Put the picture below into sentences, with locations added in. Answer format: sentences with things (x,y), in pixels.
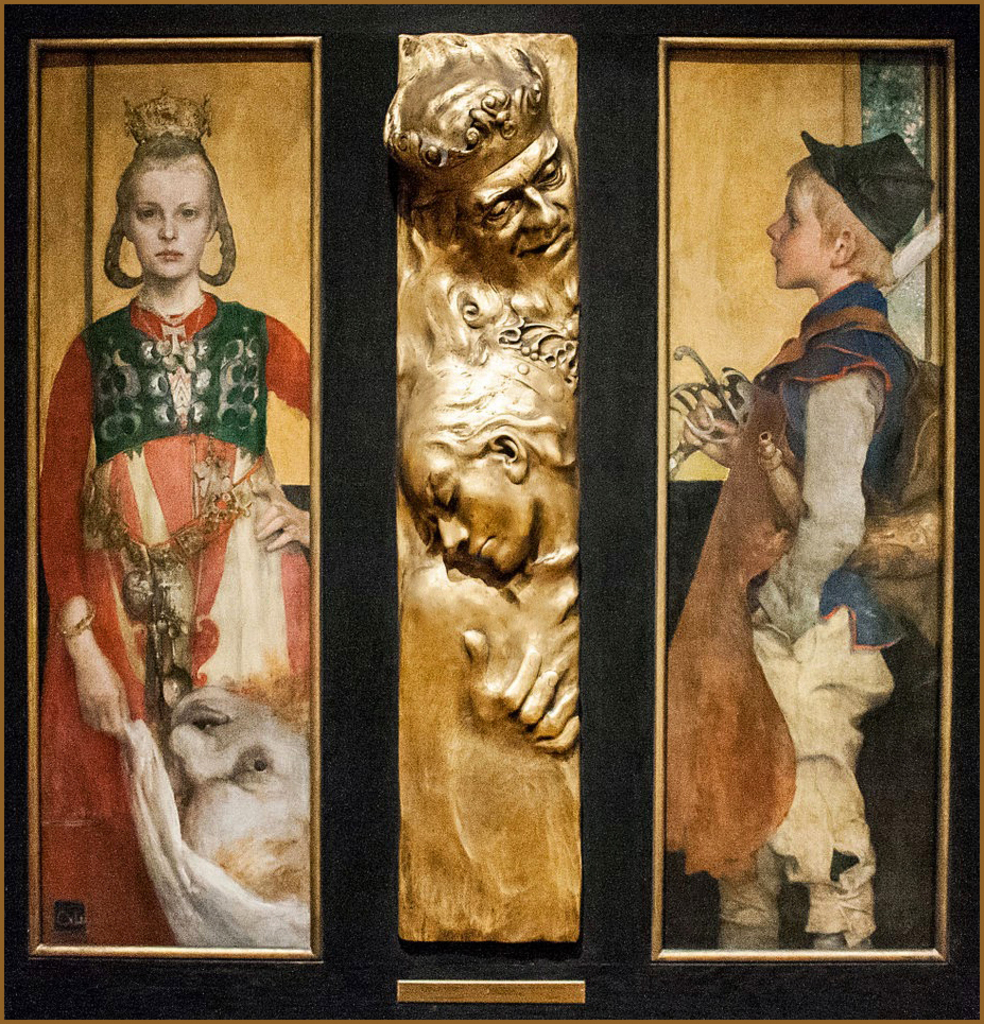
In this image we can see two different frames (178,714) and in this frame (100,402) we can see a girl (67,746), in this frame (739,469) we can see a boy (787,614) and here we can see sculpture (566,124) which is in gold color.
